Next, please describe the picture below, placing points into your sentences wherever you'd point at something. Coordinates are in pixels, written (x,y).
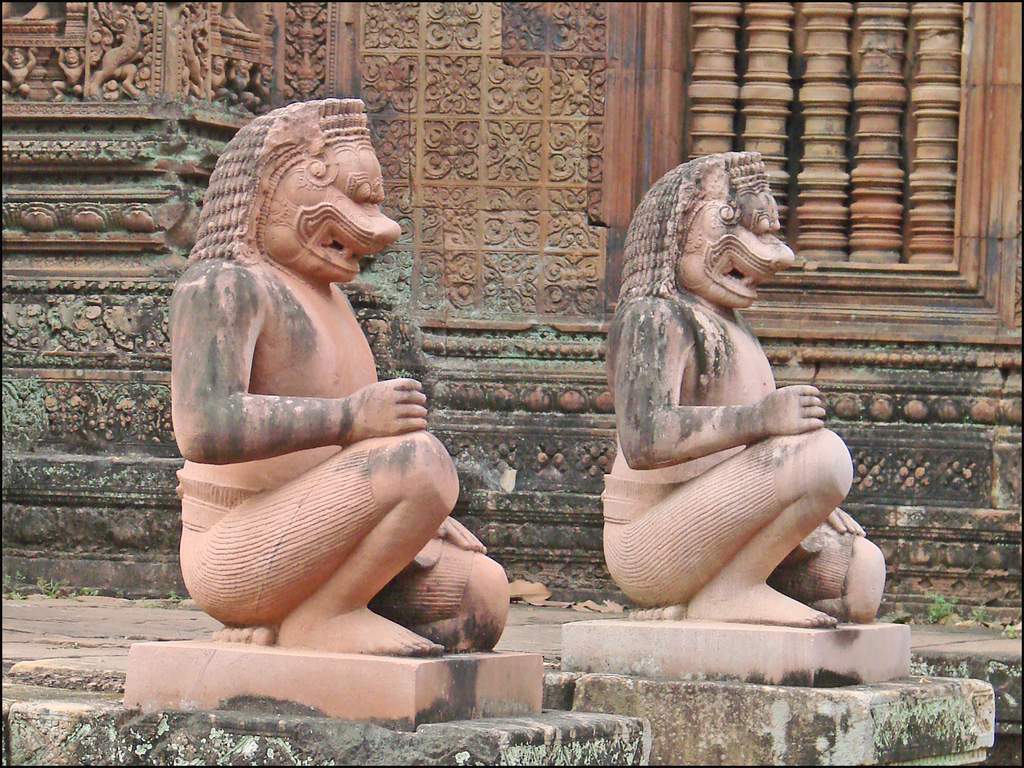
In this image we can see sculptures (779,408) which are in some different shape and in the background of the image (405,94) we can see wall (36,76) of a temple (534,75).
